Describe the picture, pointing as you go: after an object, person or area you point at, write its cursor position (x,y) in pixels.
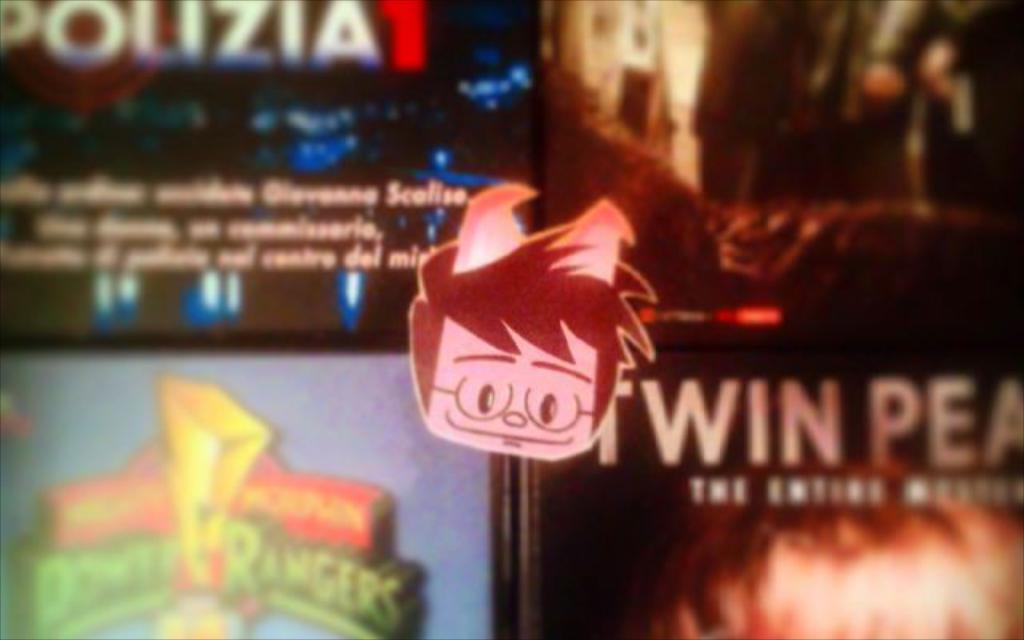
In this picture we can see a sticker (515,307) on glass object (447,512), through glass (434,513) we can see posters (281,470).
